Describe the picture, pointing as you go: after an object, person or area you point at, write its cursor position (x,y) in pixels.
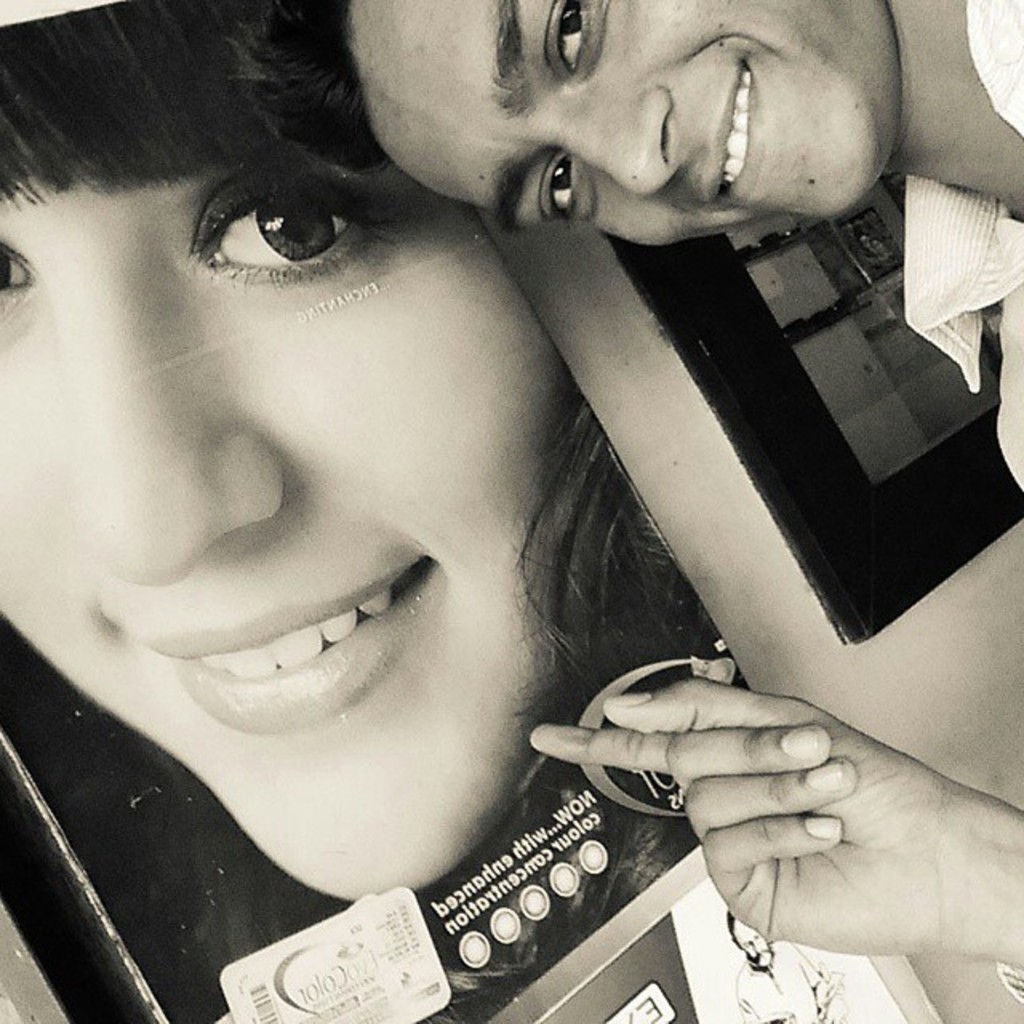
In this picture I see a man (598,50) on the right side of this picture (825,128) and I see that he is smiling. In the background (410,225) I can see a poster (284,395) on which there is a photo (150,329) of a woman (149,316), who is smiling and I see something is written on the poster (569,884) and I see the wall (901,708).
